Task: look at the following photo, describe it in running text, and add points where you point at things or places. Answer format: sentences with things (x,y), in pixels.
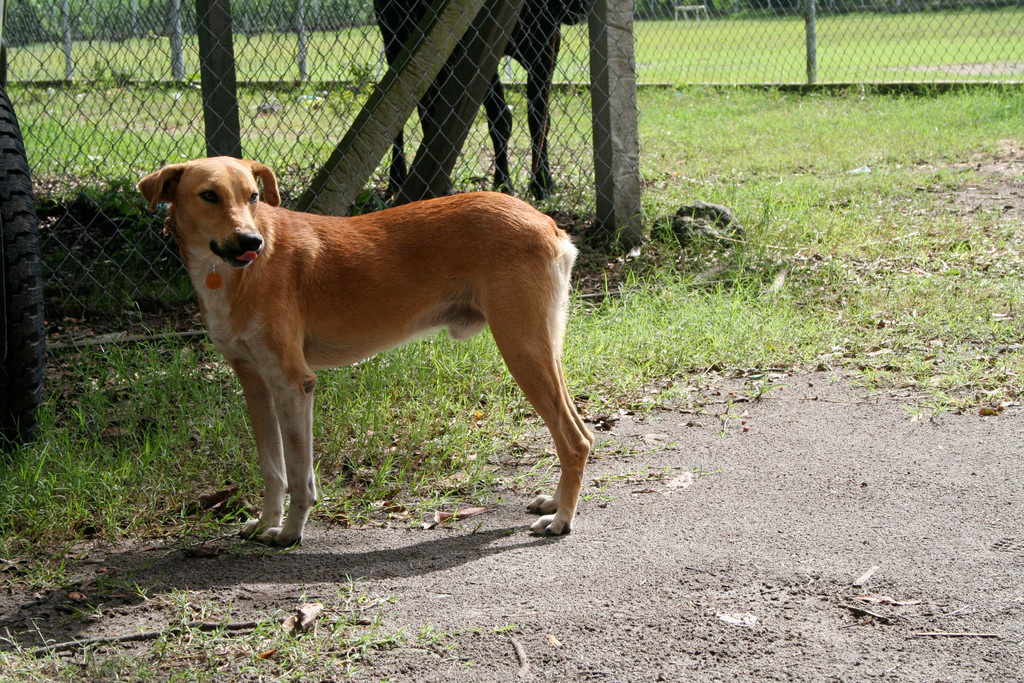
In this image there is a dog (456,312) standing on the ground (427,526). Behind the dog (239,252) there is fence (230,101). On the ground (820,287) there is grass (905,223) and sand (713,541). Beside the fence (425,58) there is another animal (532,115).
